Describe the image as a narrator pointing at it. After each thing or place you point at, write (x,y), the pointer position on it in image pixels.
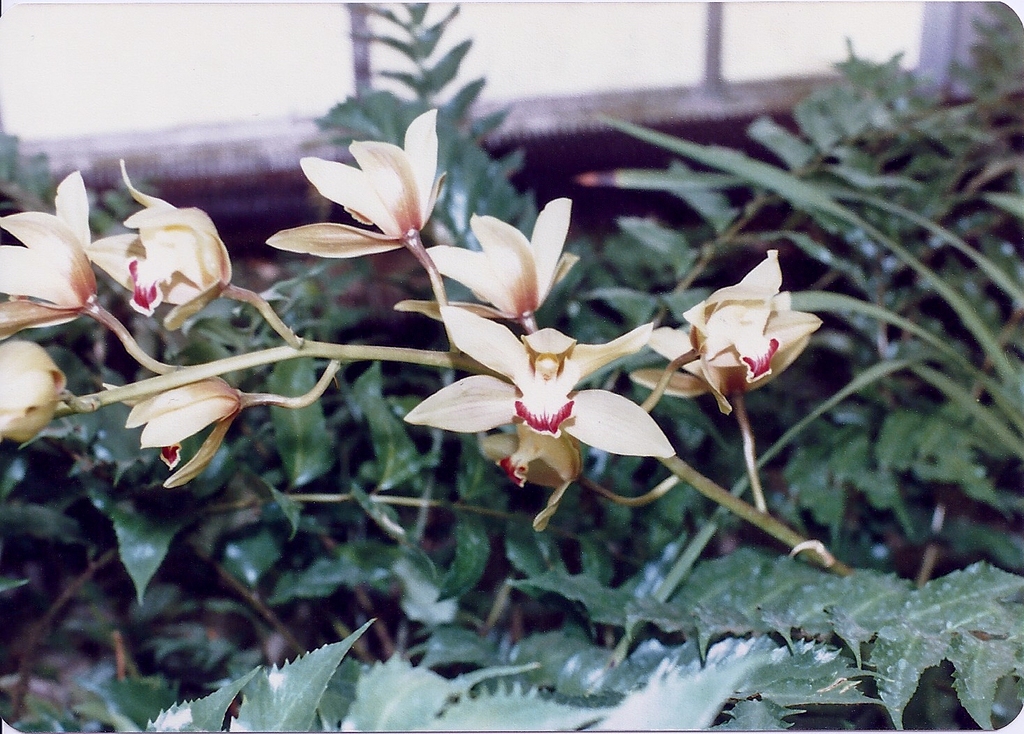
As we can see in the image there are plants (587,315), wall (490,133) and flowers (208,227).
